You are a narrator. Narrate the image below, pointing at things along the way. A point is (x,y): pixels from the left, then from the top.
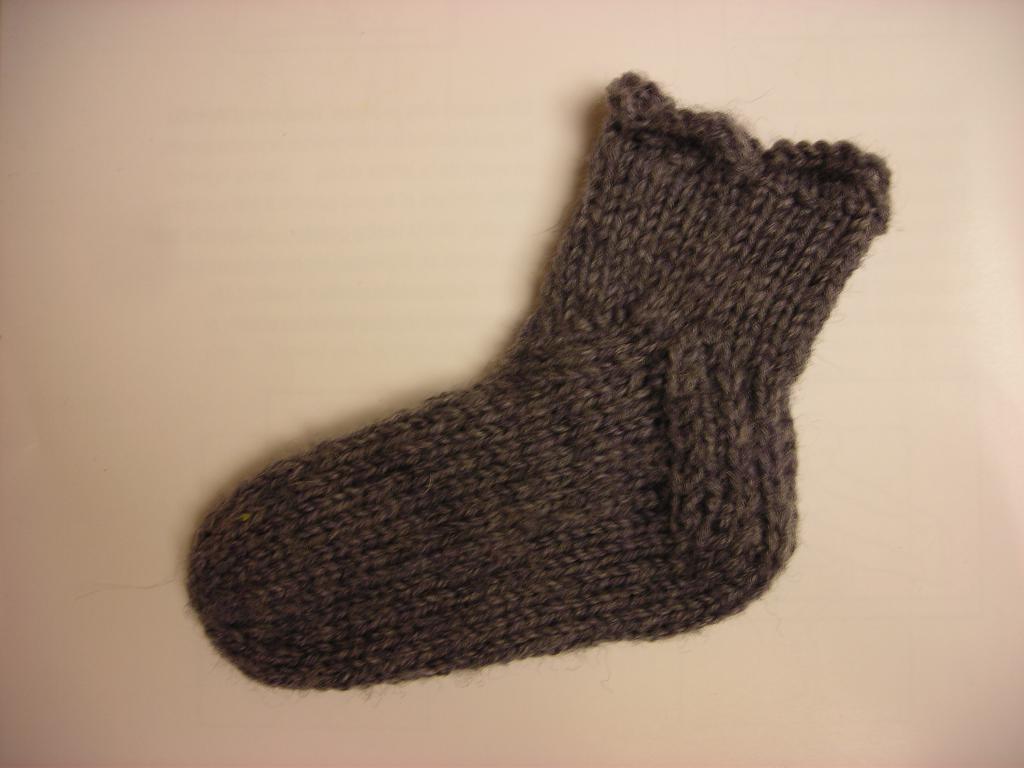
In this image I can see a sock (609,393) which is brown in color and I can see the cream colored background (935,494).
